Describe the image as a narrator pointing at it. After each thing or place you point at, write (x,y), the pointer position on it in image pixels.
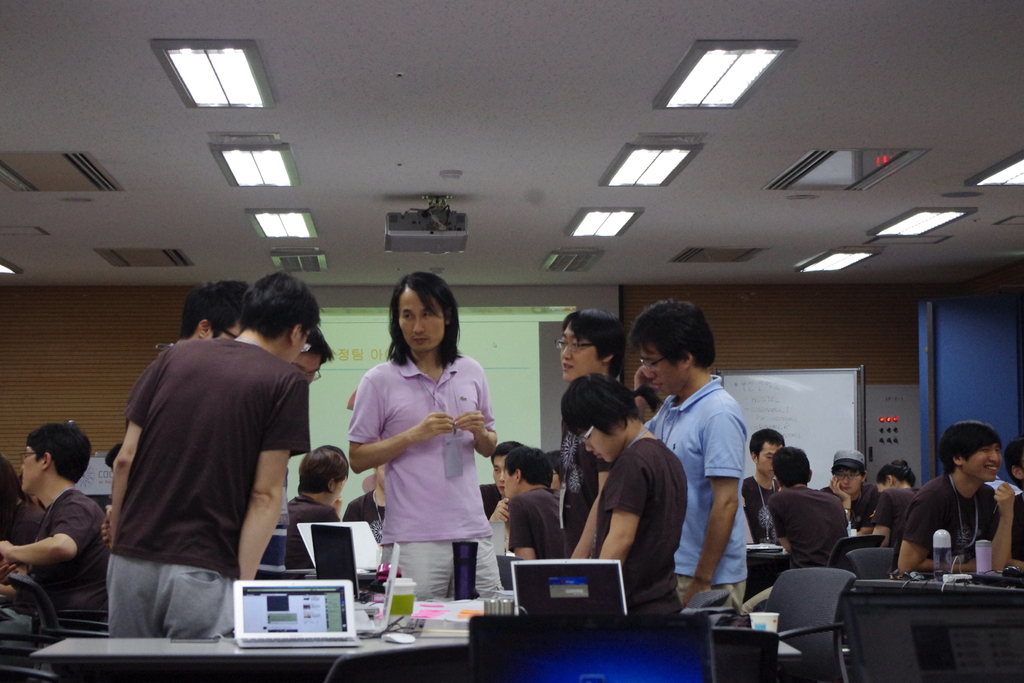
In the center (604,333) we can see the group of people (292,429) were standing. And coming to the background (853,518) we can see some peoples (822,497) were sitting on the chair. Coming to the right corner (973,496) the man (967,478) he is laughing. In front of them there is a table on table (456,635) there is a objects (526,625).
